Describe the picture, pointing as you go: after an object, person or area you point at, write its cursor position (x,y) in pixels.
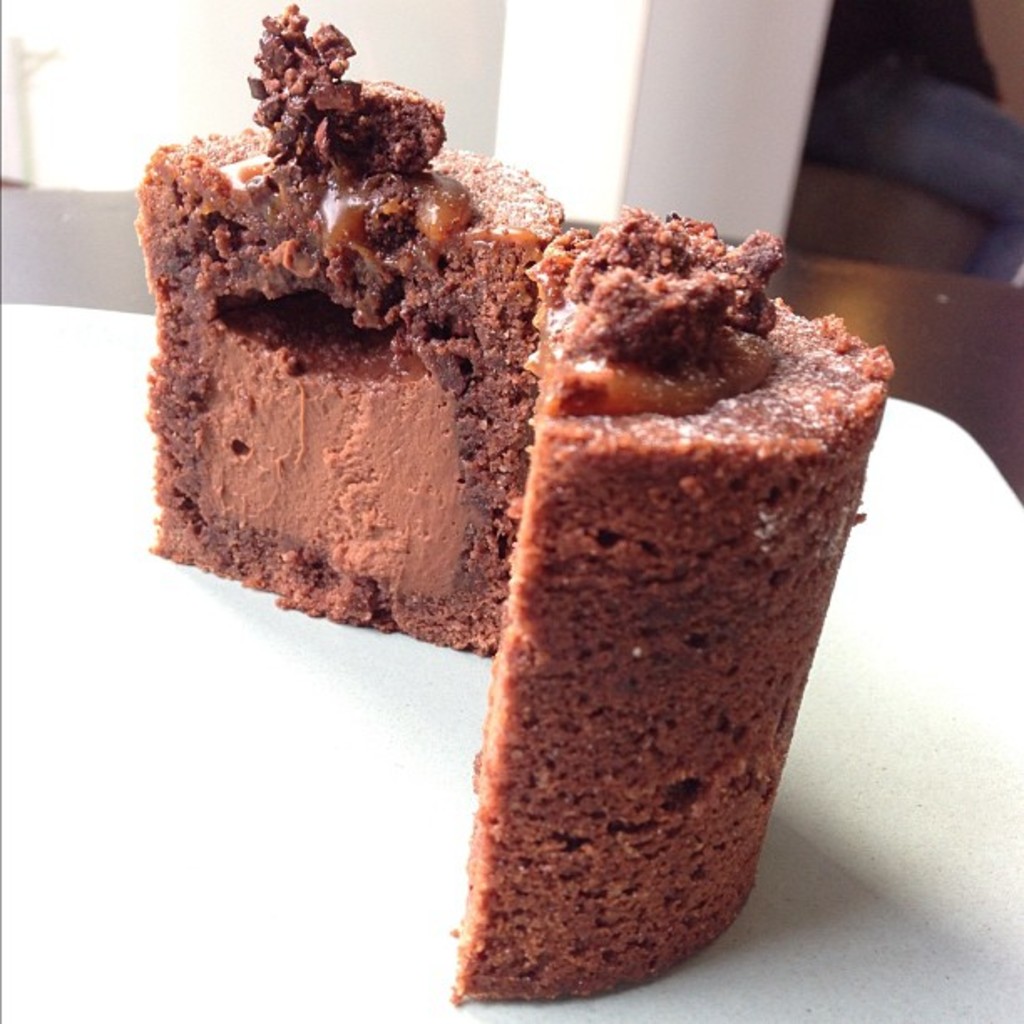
In this image we can see a slice of chocolate cake (684,558) kept on the white plate (458,787) which is placed on the surface (813,307). The background of the image (984,64) is slightly blurred.
